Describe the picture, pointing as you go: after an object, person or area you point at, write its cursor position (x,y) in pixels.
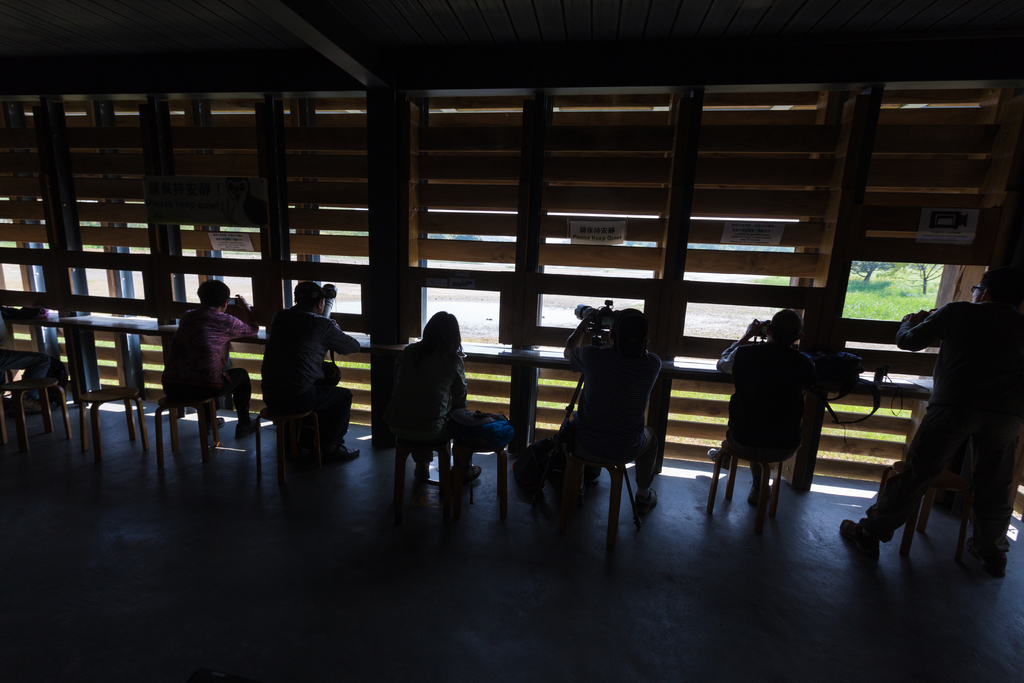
In this image we can see a five persons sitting on a chair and they are clicking images with a camera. There is a person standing on the right side (974,359). Here we can see table (121,323) and chairs (23,401) which are on the left side (100,393).
